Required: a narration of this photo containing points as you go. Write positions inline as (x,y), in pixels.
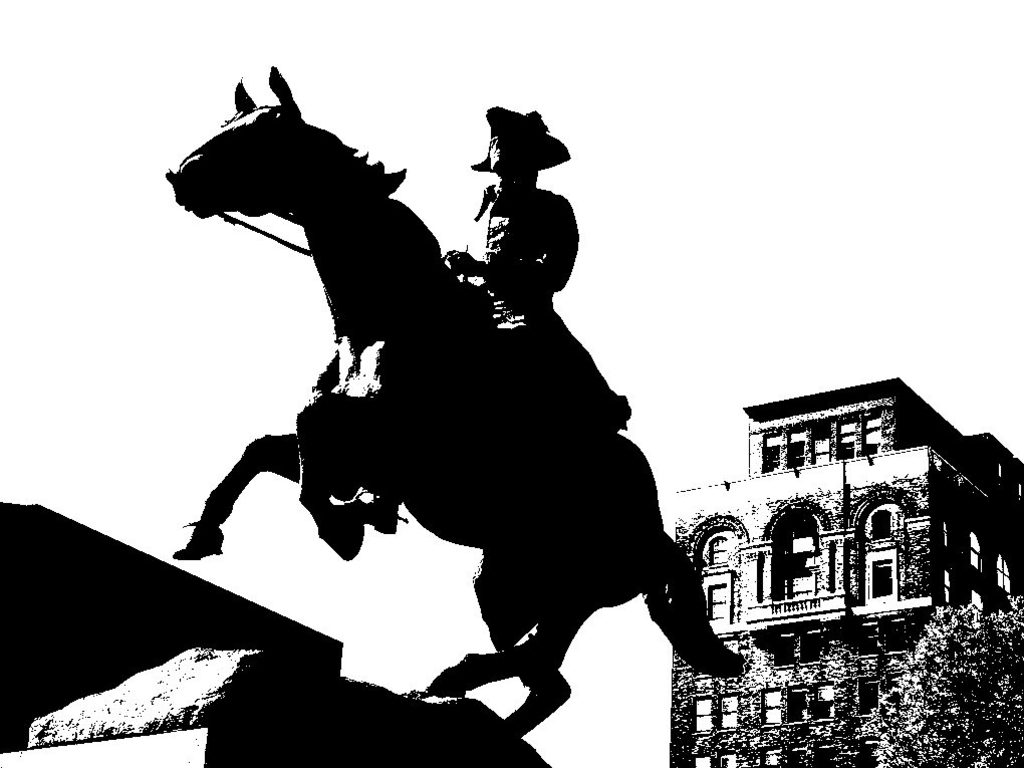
This is a monochrome image of person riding horse (564,468), behind him there is a building (846,576) and plants (993,695).
